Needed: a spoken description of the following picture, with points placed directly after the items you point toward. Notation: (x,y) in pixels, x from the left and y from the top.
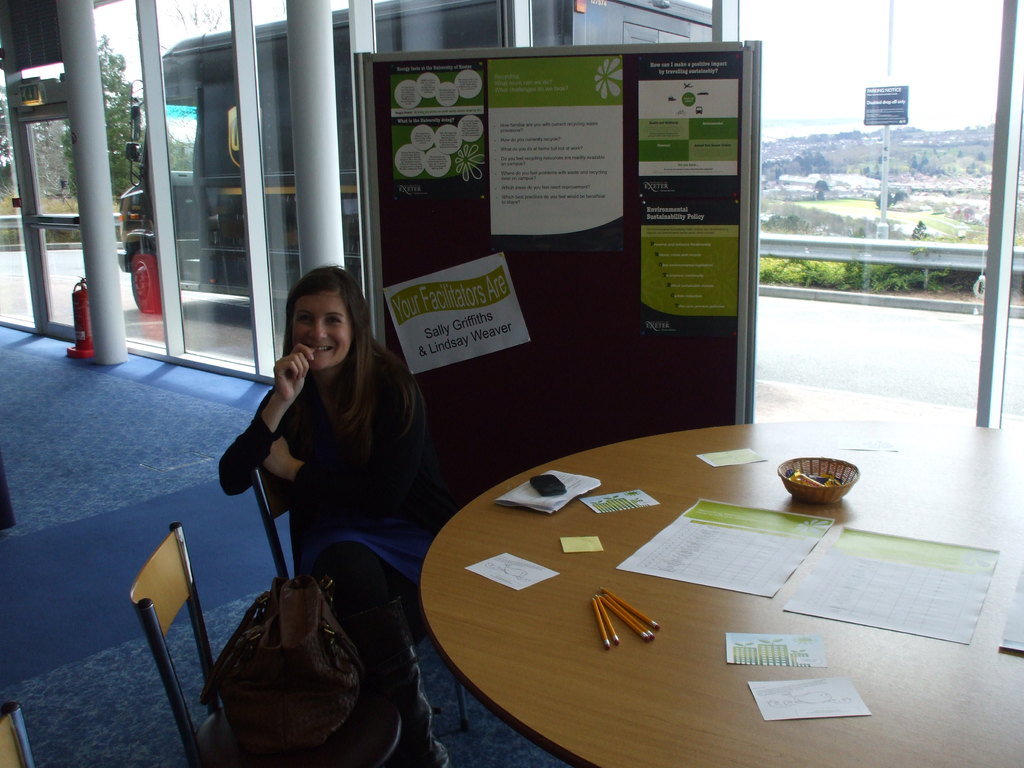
a woman (412,438) is sitting on the chair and laughing on another chair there was a bag (300,674) there was a table (508,632) in front of the woman (345,600) on the table (817,451) there are many things (871,586), we can see clear sky (843,46).
